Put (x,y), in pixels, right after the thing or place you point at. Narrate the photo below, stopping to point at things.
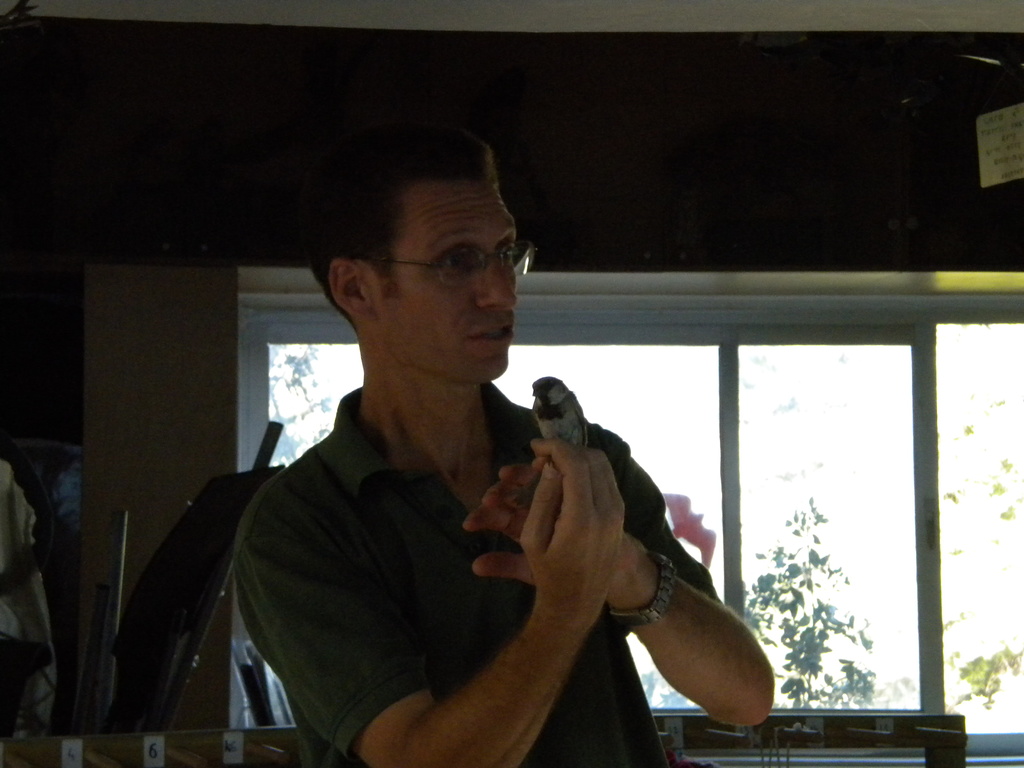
In this picture I can see a bird (571,435) on the human hand (570,518) and I can see glass window (681,448) in the back (842,470) from the glass (775,493) I can see trees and looks like inner view of a room (412,110) and I can see few metal rods (225,570) on the left side of the picture (99,628).
